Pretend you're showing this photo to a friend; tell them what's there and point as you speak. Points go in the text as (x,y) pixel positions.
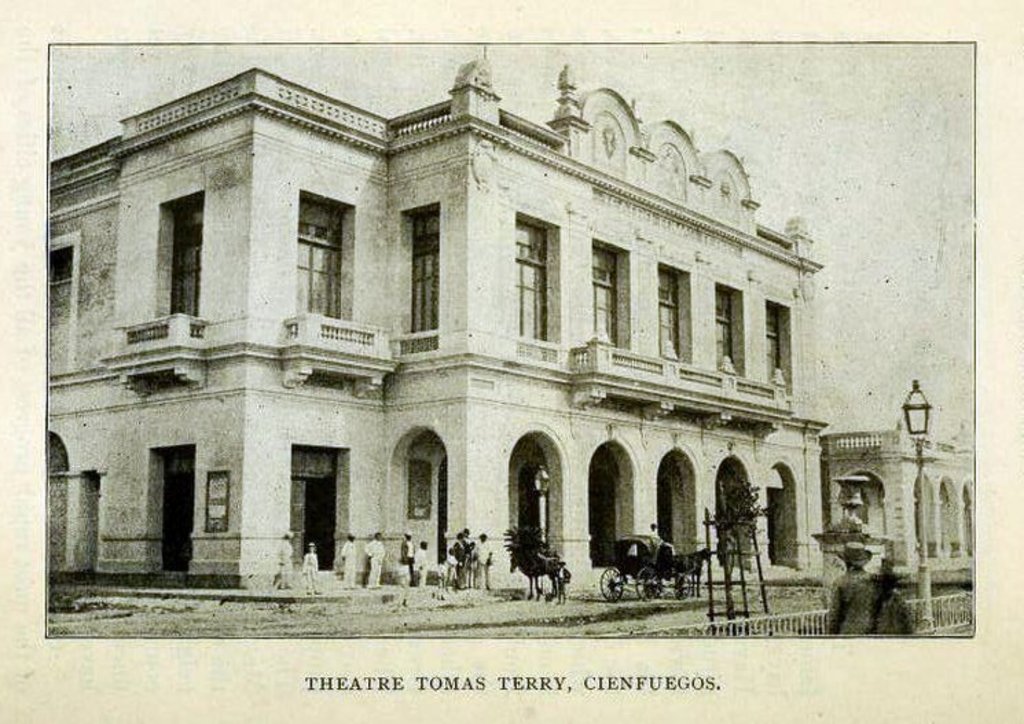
In this image we can see a black and white picture of a building (388,386) with windows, a group of persons (306,577) are standing on the ground (629,599), horse cart (694,562). In the foreground (873,603) we can see two persons (858,596) and an urn (857,523). In the background (897,232), we can see the sky (897,232).
